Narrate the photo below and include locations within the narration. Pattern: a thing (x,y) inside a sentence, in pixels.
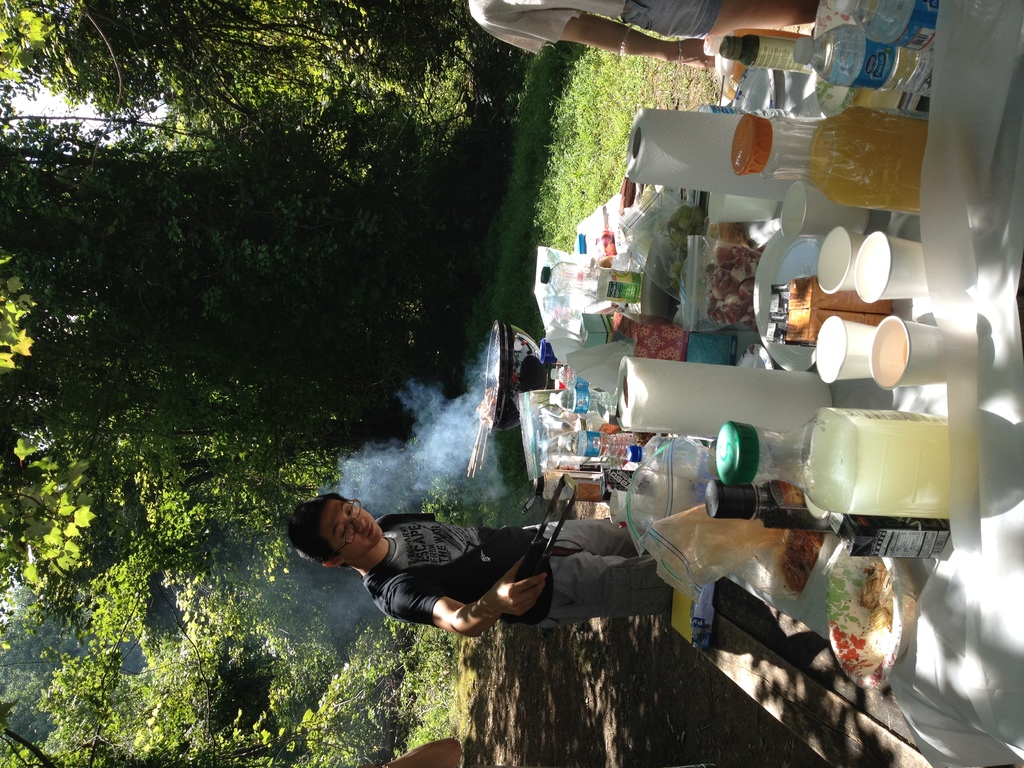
In this image there is a table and a bench (841,723). On the table (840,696) there are bottles (848,163), glasses (854,272), tissues (665,372), packets (837,297) and many other items (601,478). There is a person (373,528) wearing specs (355,531). And he is holding a tongs (524,574). There is a bowl (534,367). Also there is another person (564,23). On the ground (557,163) there is grass (588,182). There are trees (100,616). Near to the bowl (491,385) there's smoke (432,431).
